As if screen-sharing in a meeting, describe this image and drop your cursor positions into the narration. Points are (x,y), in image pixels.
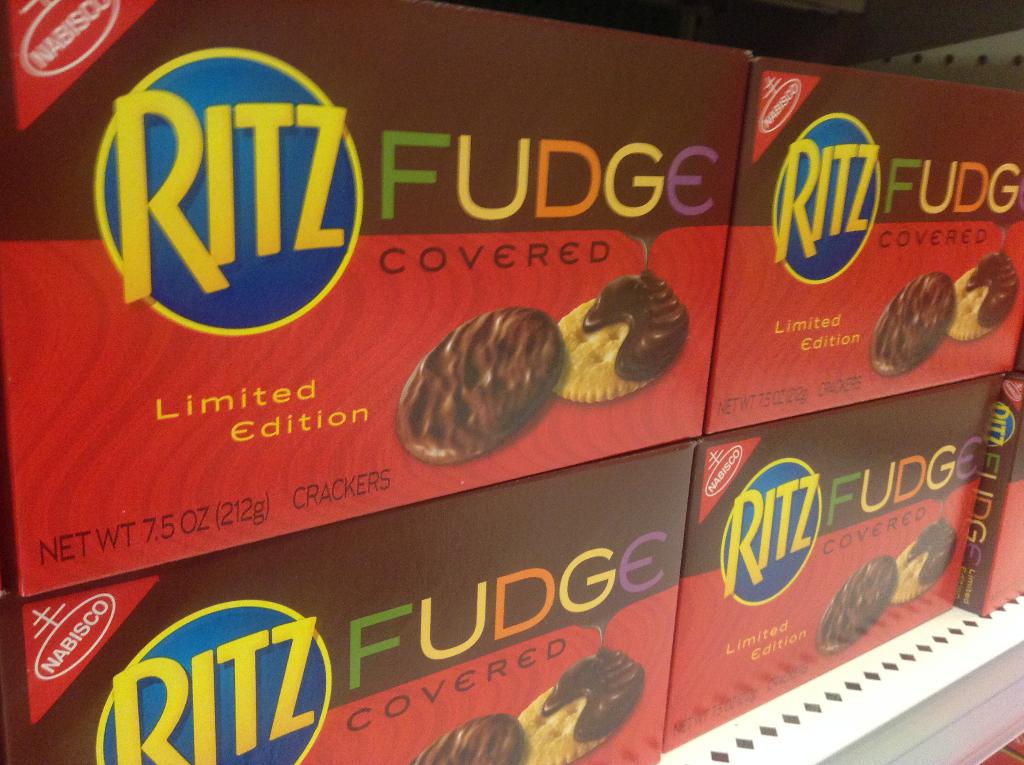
There are some cookies boxes (412,428) kept on a shelf (967,658), they are placed in an order and the boxes (598,330) of red color and on the box (555,362) there are images (505,361) of two cookies (634,355).
